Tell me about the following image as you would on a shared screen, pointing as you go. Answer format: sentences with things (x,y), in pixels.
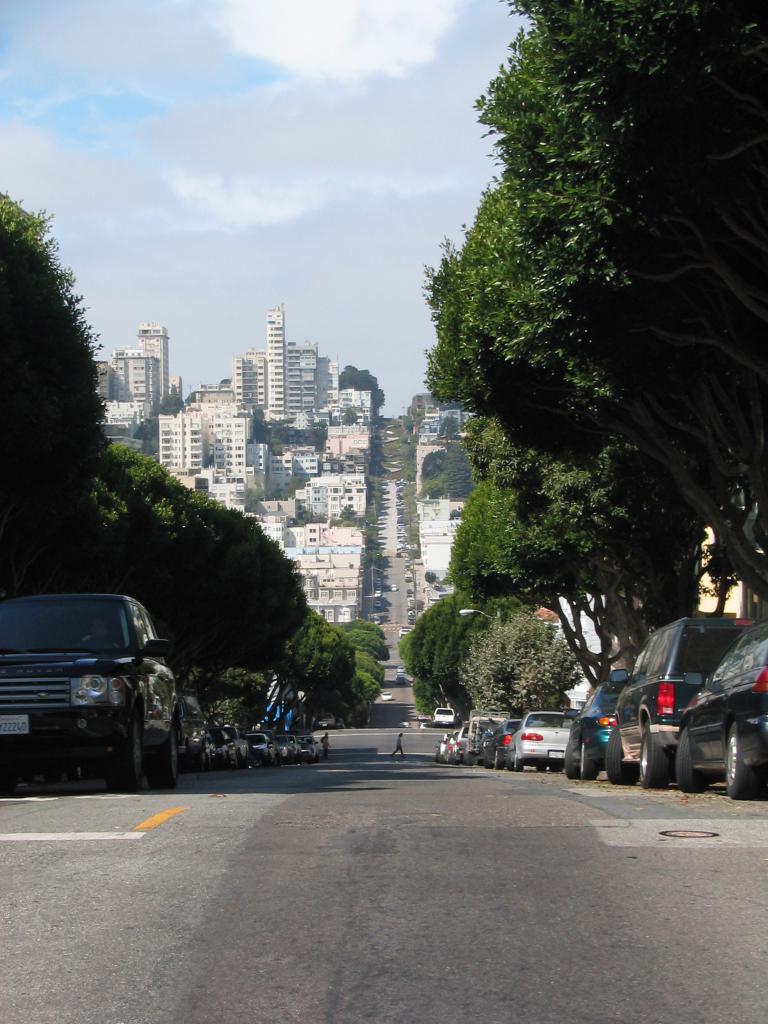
In this picture we can see some cars (568,754) on the right side (528,725) and left side (83,742), in the background (317,658) there are trees (253,429), buildings (237,392), vehicles (401,489), we can see a person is crossing the road (394,748), there is the sky (330,124) at the top of the picture (329,87).
